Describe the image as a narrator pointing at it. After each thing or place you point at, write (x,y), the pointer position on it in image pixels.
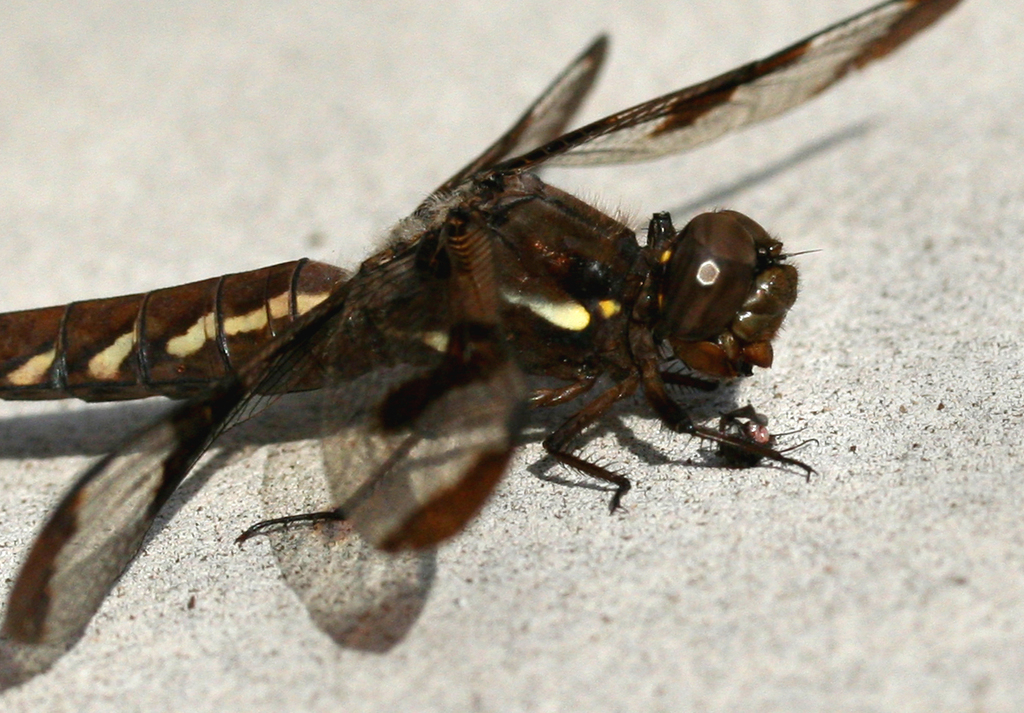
In the picture we can see a dragon fly (482,452) on the path (682,500), the dragon fly (132,338) is brown in color with wings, eyes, legs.
